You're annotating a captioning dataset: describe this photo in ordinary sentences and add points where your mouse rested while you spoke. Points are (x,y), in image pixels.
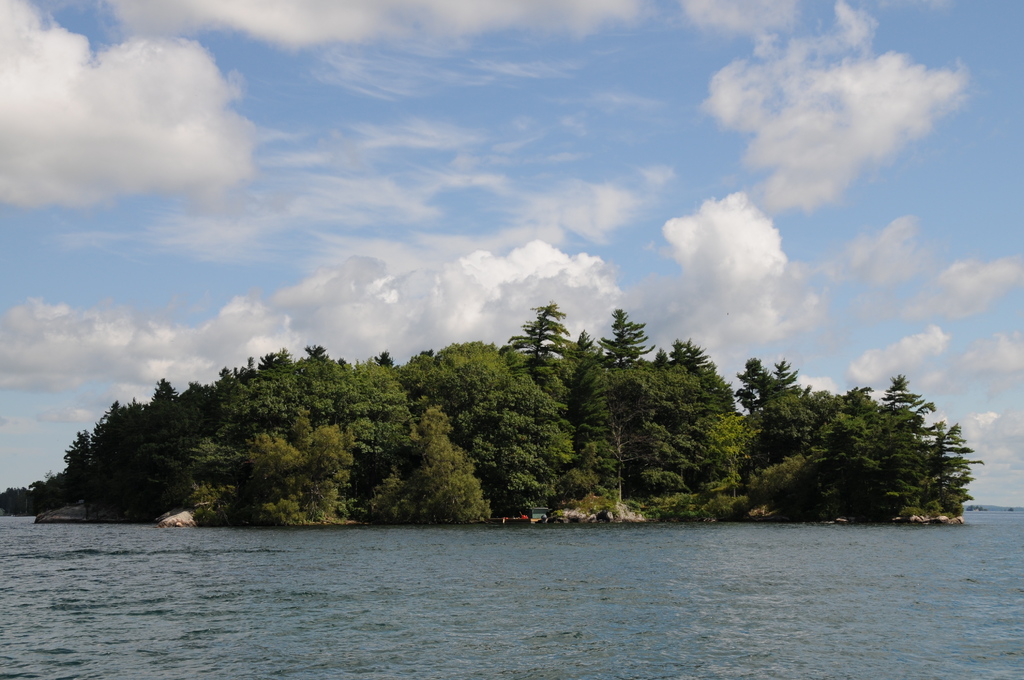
At the bottom of the image (469,639) there is water (772,565). In the middle of the water (668,679) there are many trees (277,476). At the top of the image (444,82) there is sky (708,160) with clouds (407,217).
